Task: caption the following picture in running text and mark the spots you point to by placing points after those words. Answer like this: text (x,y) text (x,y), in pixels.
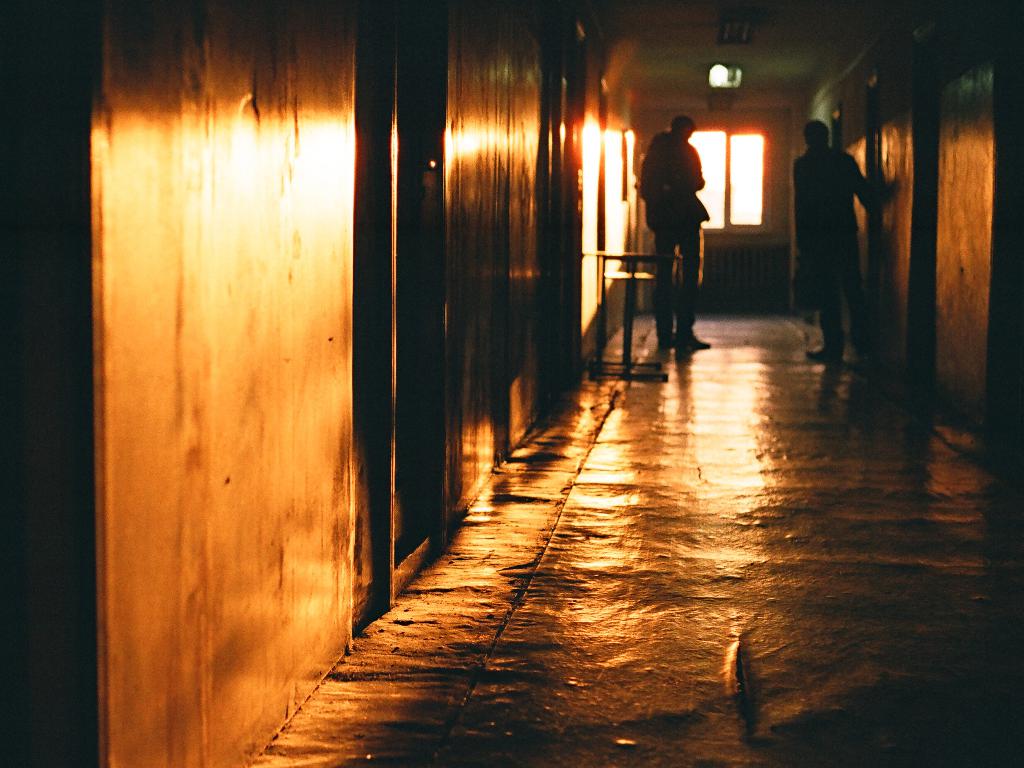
In this image we can see two people (852,188) standing in the corridor (695,497) and we can see doors (398,167) and a window (724,145).
